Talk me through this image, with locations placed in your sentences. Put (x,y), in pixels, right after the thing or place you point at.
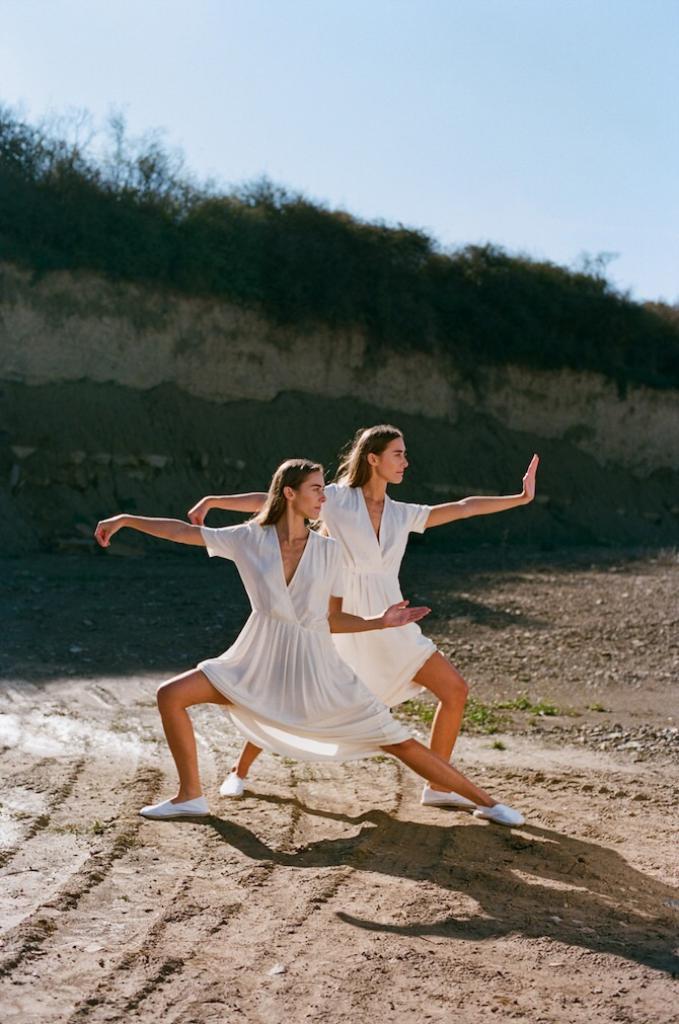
In this picture, we can see there are two women (286,580) in the white dress (323,593) standing on the path (288,785) and behind the women (288,553) there are plants (230,237) and a sky (386,153).
